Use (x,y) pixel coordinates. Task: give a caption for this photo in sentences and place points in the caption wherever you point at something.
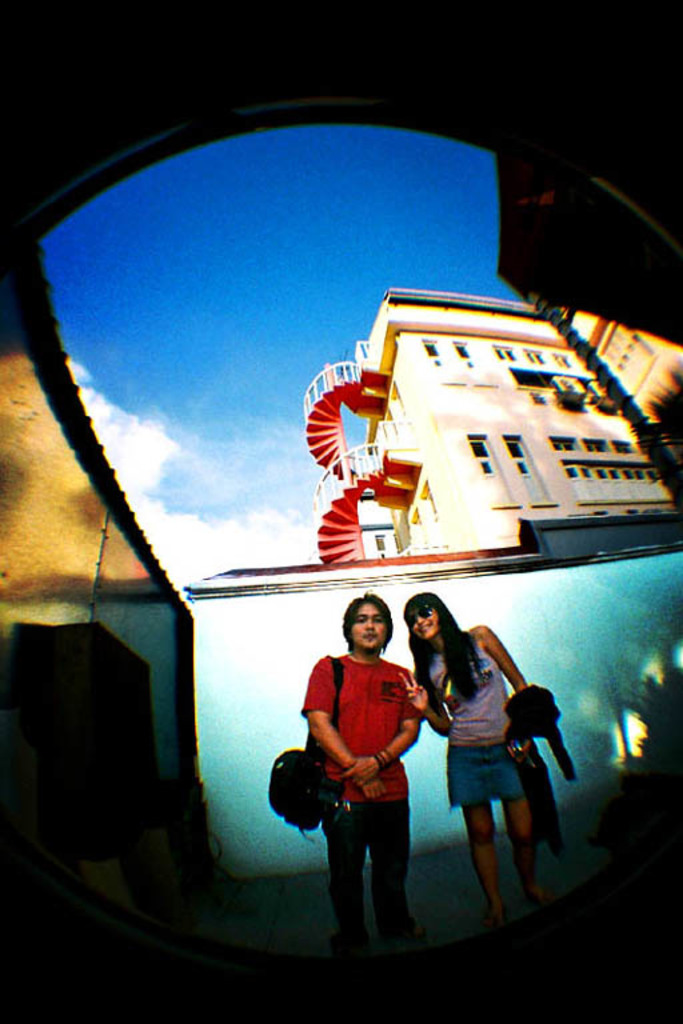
In this image there are two persons (408,809) standing, behind them there is a building (365,523). In the background (261,269) there is a sky (303,264).
